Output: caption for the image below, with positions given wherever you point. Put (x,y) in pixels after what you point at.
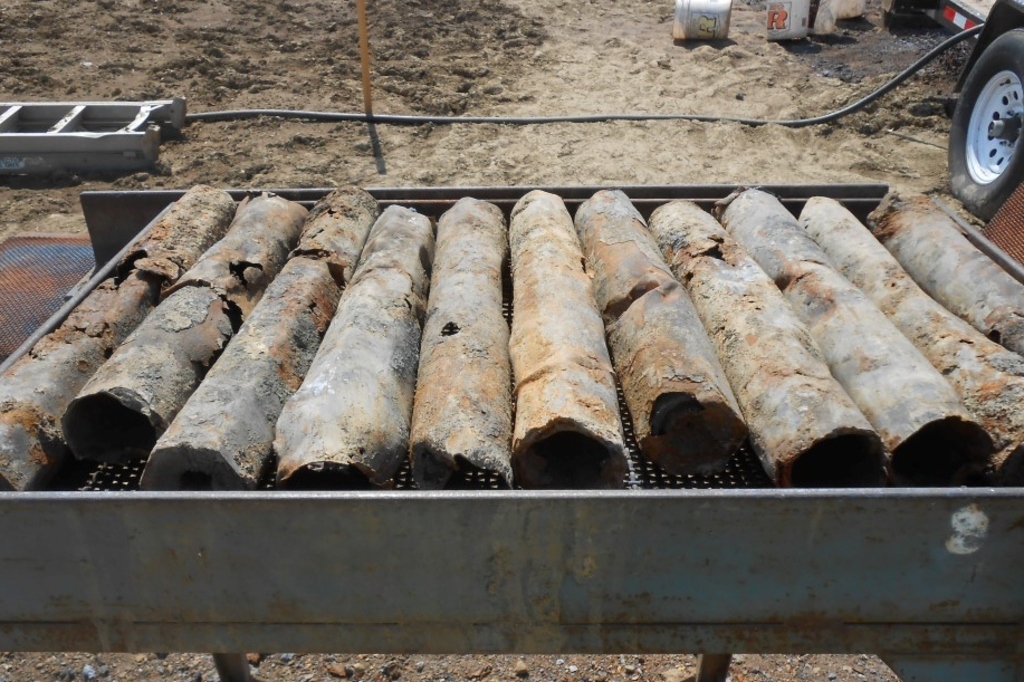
In this image at the bottom (494,582) it looks like a table (251,492), and on the table (6,364) there are some pipes (581,383). And in the background (975,29) there is pipe (975,29), ladder (75,117) and some objects (983,16). On the right side of the image (972,73) there is tire (982,85), and at the bottom of the image (323,657) there is sand (851,666).
